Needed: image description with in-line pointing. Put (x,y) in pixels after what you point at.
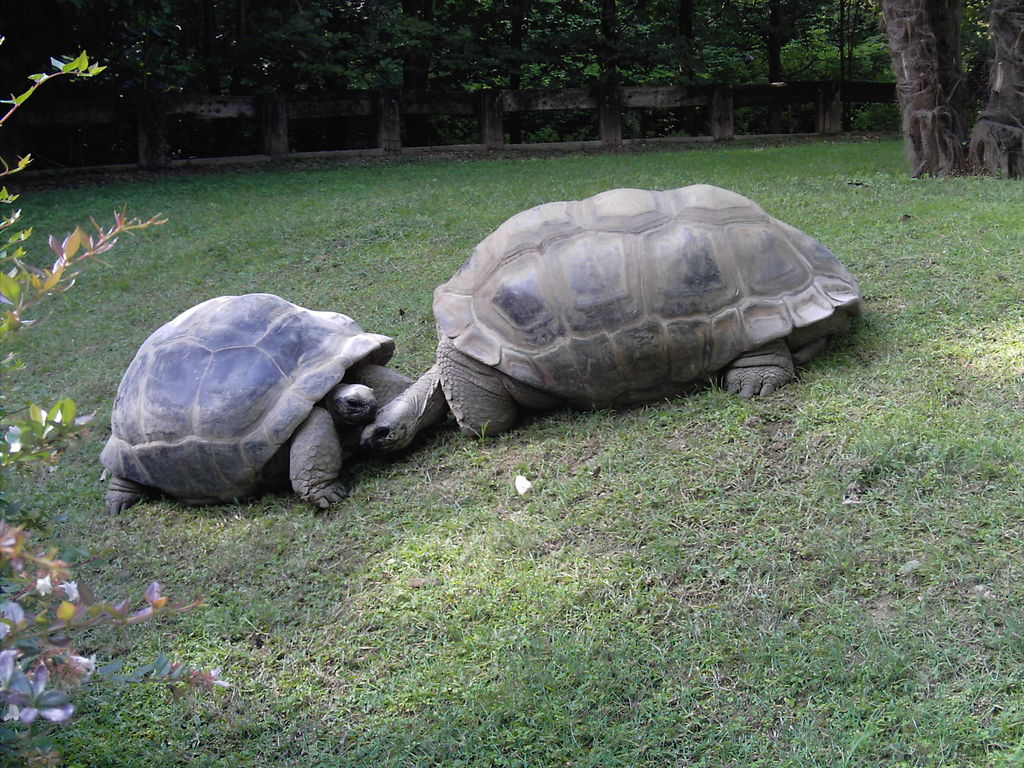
In this image on the ground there are two tortoise (510,380). In the left (44,649) there is a plant (38,633). In the background (138,66) there are trees (804,65), boundary (309,110). On the ground (373,545) there are grasses (387,584).
